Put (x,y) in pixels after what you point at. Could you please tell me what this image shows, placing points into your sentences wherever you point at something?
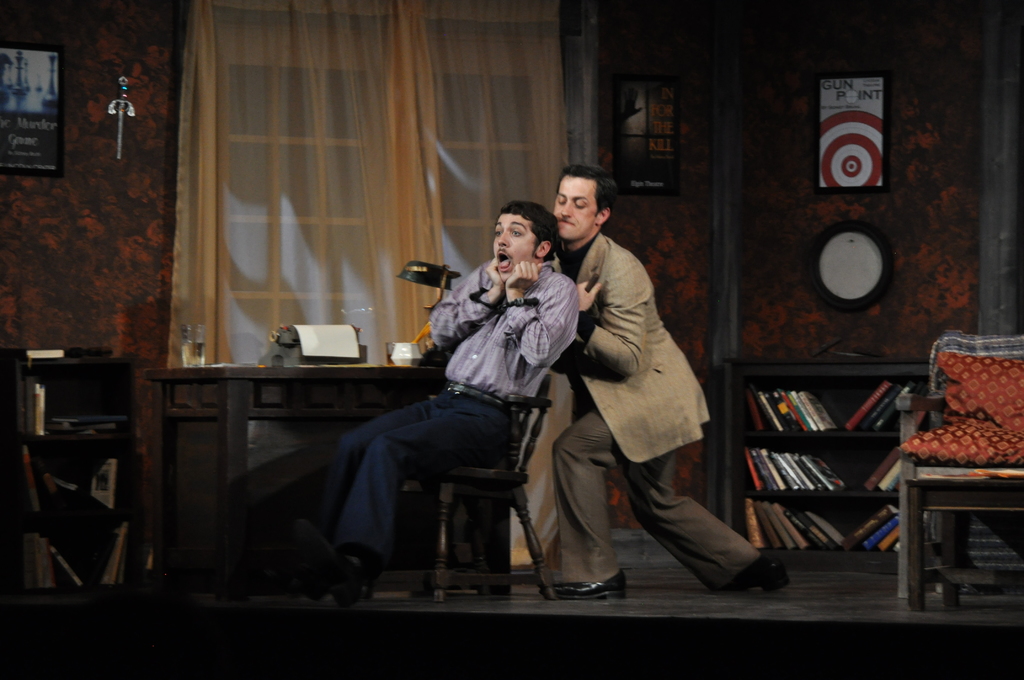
there are 2 people (512,384). the person (512,384) at the front (513,393) is sitting on the chair (502,492). the person (591,357) at the back (591,357) is pulling him down. behind them there is a book shelf (846,456) and at the left (247,187) there is a window curtain (376,181).
